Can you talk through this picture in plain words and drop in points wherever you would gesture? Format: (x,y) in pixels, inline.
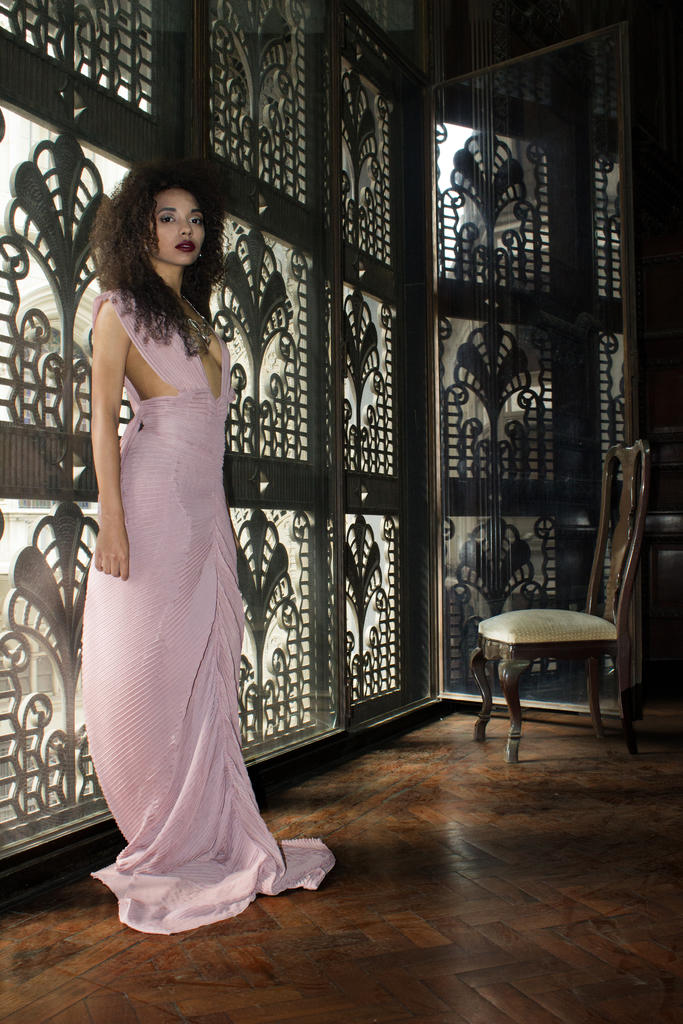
In the image there is a woman (141,627) stood on the floor (401,944) and back side of her there is a design wall (366,379) and in front there is a chair (597,617).
